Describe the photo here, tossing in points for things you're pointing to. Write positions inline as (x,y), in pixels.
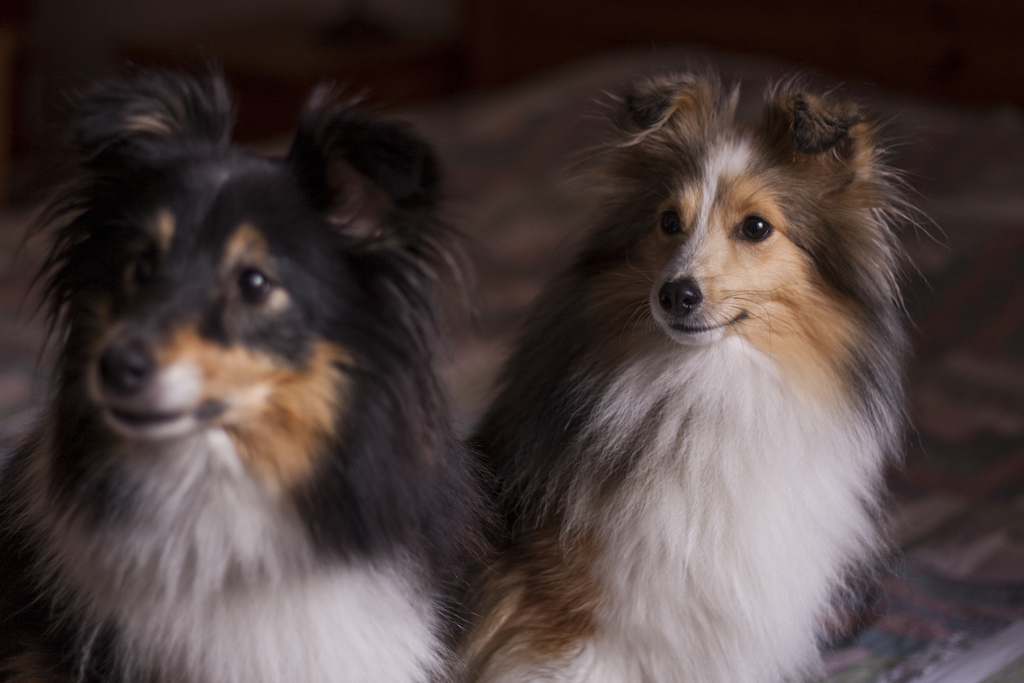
In this image, I can see two dogs (349,441). There is a blurred background (525,68).
